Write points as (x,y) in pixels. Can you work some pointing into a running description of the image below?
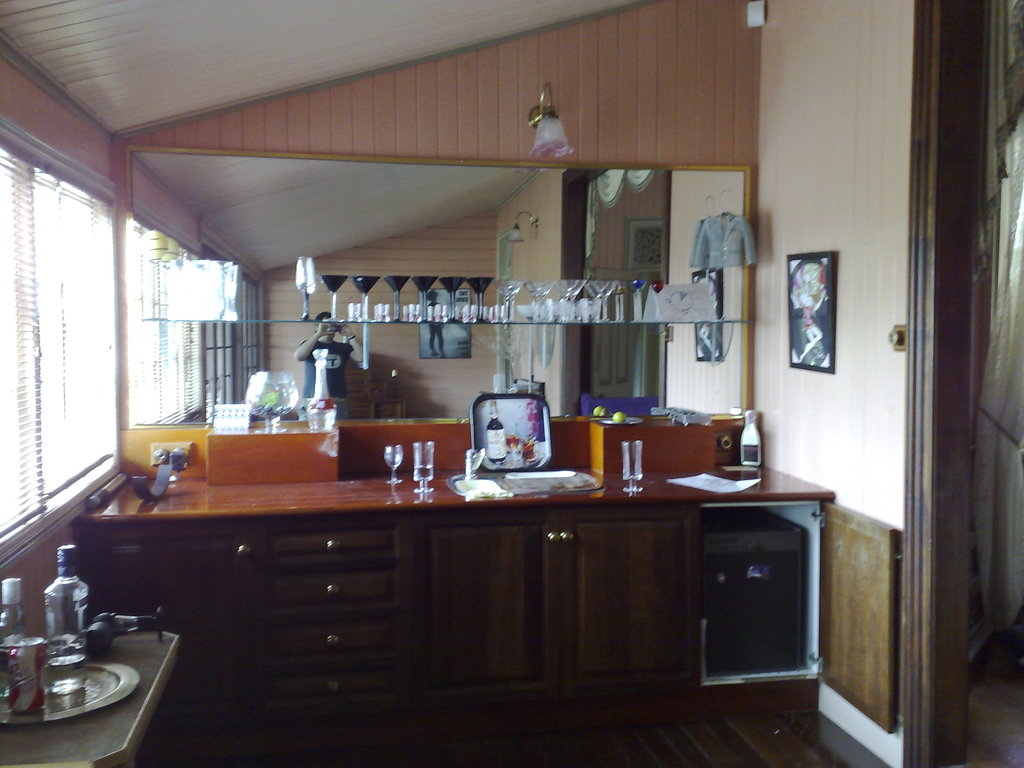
In this image we can see a person (338,357) standing holding a camera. In the center of the image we can see some glasses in a rack (604,325). We can also see some glass containers (424,479), bottles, plates (516,464) and some papers (736,491) placed on the cupboard (589,585). On the left side (13,751) we can see a table (148,673) containing some bottles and a plate (99,694) on it. We can also see a mini fridge (716,672) in a cupboard (638,581), a door (858,597), a photo frame (822,280) on a wall (864,468), some windows (212,365), a lamp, some curtains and a roof (298,42).
